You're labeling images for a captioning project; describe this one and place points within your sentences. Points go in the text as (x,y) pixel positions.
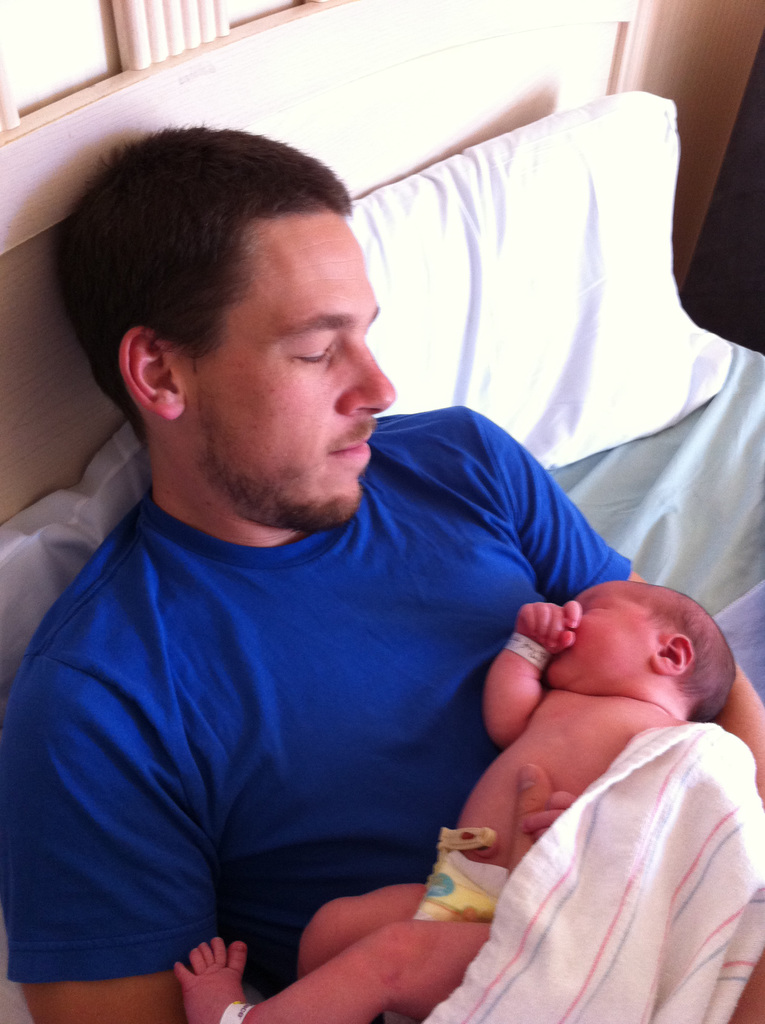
In this image we can see a man (218,320) wearing blue shirt (618,558) lying on a bed (620,514) and holding a baby (602,652). We can also see a towel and a pillow (502,284) on the bed (618,456).
